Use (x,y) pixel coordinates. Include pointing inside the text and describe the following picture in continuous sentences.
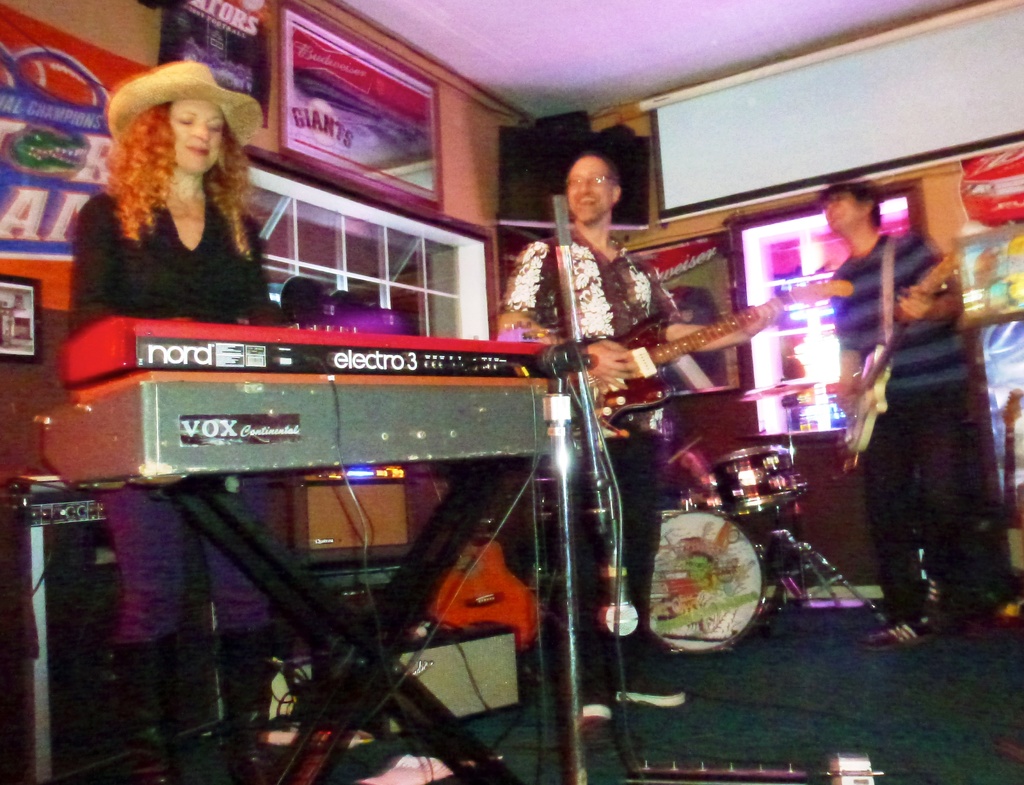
In the foreground of this image (215,455), there is a woman (160,304) standing and playing a musical instrument (341,353). We can also see two men (859,313) are playing guitars (651,354). Behind them, there are drums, frames (416,110), screen (735,130), banner (64,96), wall (486,163), ceiling (542,20), a shelf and few more objects (1008,176) in the background (351,222).
